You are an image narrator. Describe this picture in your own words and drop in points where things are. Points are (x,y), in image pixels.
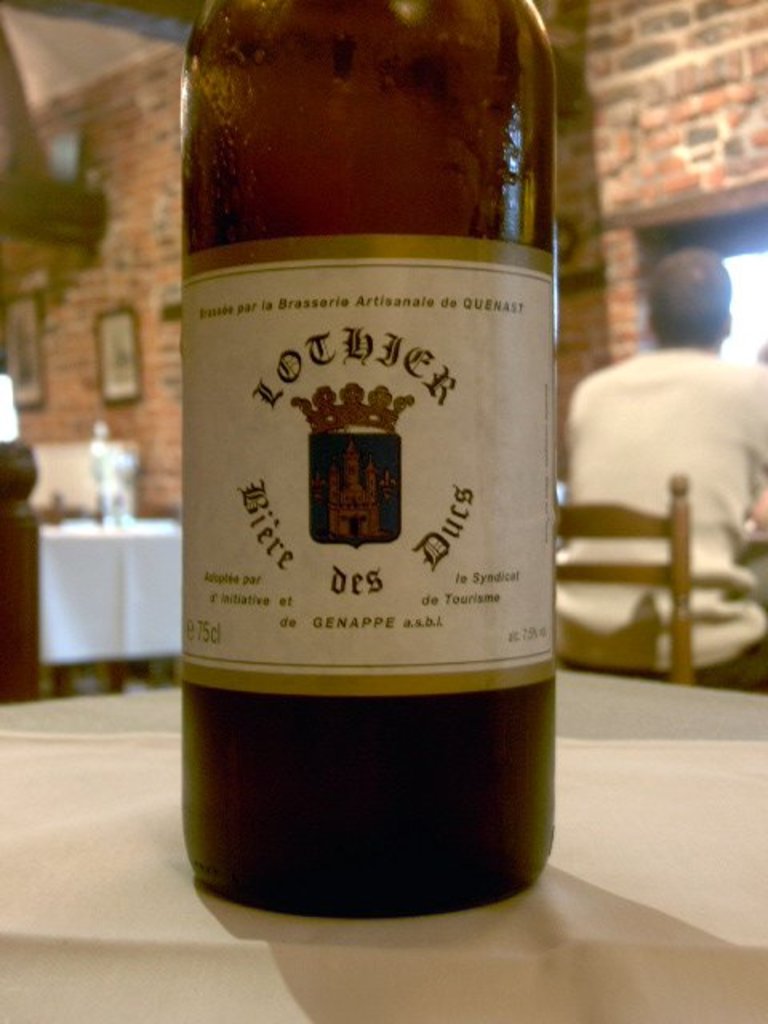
In the foreground of this image (343,545), there is a bottle (472,909) on the table (701,927) and in the background (643,407), there is a man (678,454) sitting on the chair (659,622), table (134,575), wall (130,409), frames (104,369) and a ceiling (75,59).
